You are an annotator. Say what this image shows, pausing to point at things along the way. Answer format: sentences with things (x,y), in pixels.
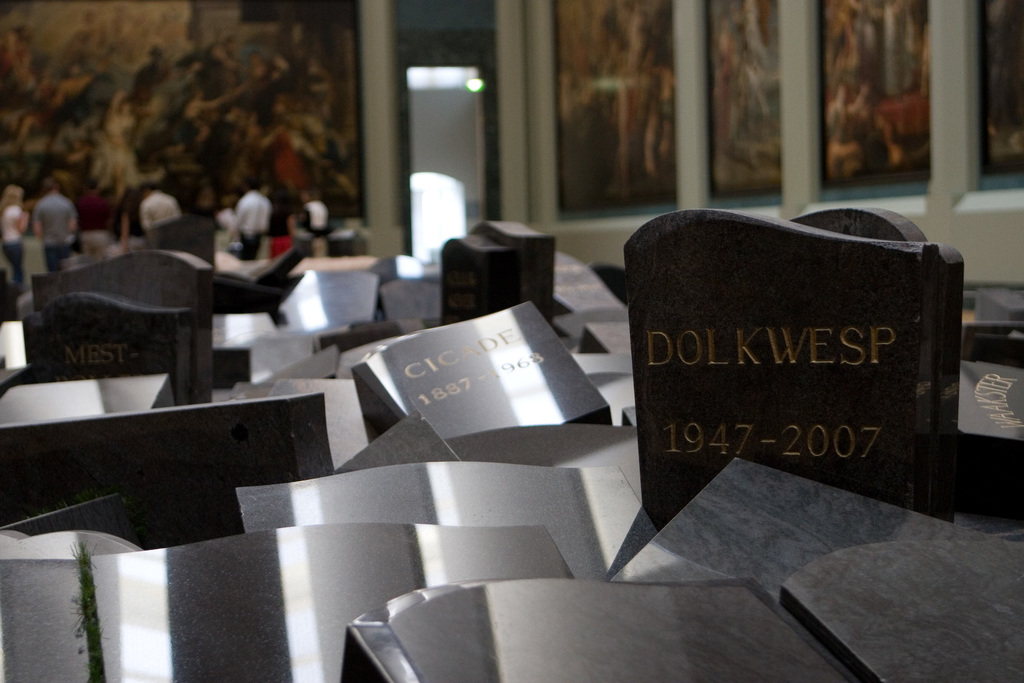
In this image I see number of tombstones (453,418) and I see few people (152,207) over here and I see something is written on these tombstones (720,360) and I see that it is blurred in the background (398,119).
